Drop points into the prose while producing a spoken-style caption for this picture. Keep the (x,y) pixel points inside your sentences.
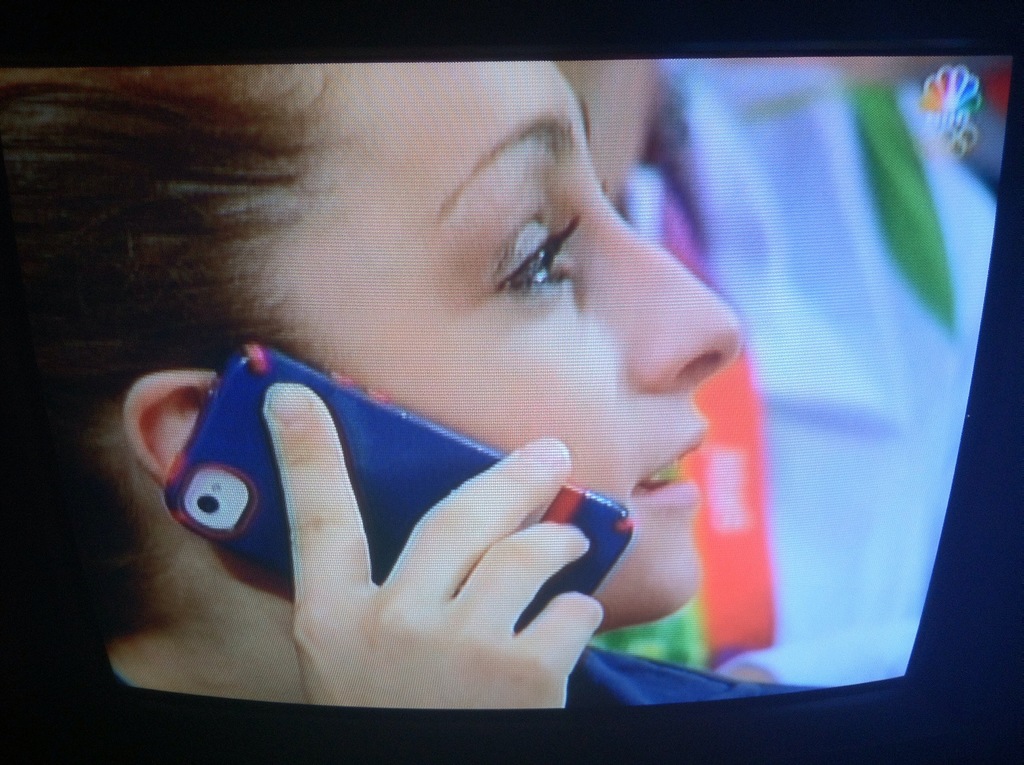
In the center of the image (653,349) a screen (594,292) is there. On screen (505,298) we can see a person (503,355) is holding a mobile (555,519).
